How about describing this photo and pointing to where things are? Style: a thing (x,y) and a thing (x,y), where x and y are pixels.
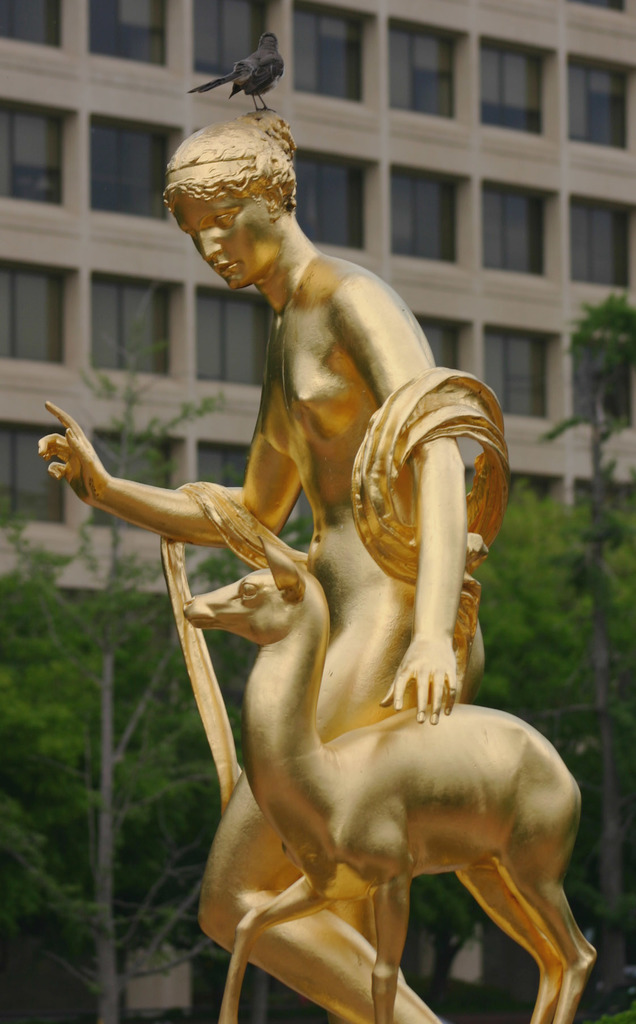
In this image we can see statues (352,558) of a woman (328,454) and an animal (422,782). On the head (258,261) of the woman (248,201) there is a bird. In the background (148,670) there are trees (498,621) and building (221,72) with windows (122,325).
